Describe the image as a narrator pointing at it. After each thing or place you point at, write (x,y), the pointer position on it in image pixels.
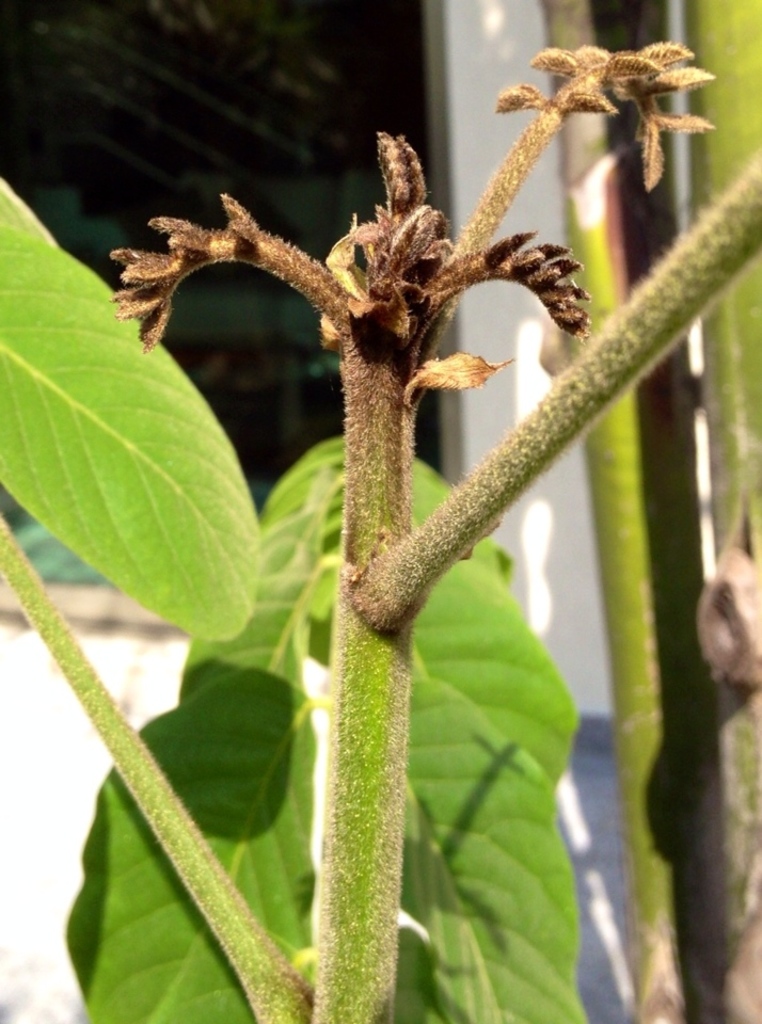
In the foreground of the picture (156,532) there are leaves (466,353) and stem (410,432) of a plant (267,826). The background (158,665) is blurred. In the background (223,96) there is a window (144,91) and wall (578,612) painted white.
